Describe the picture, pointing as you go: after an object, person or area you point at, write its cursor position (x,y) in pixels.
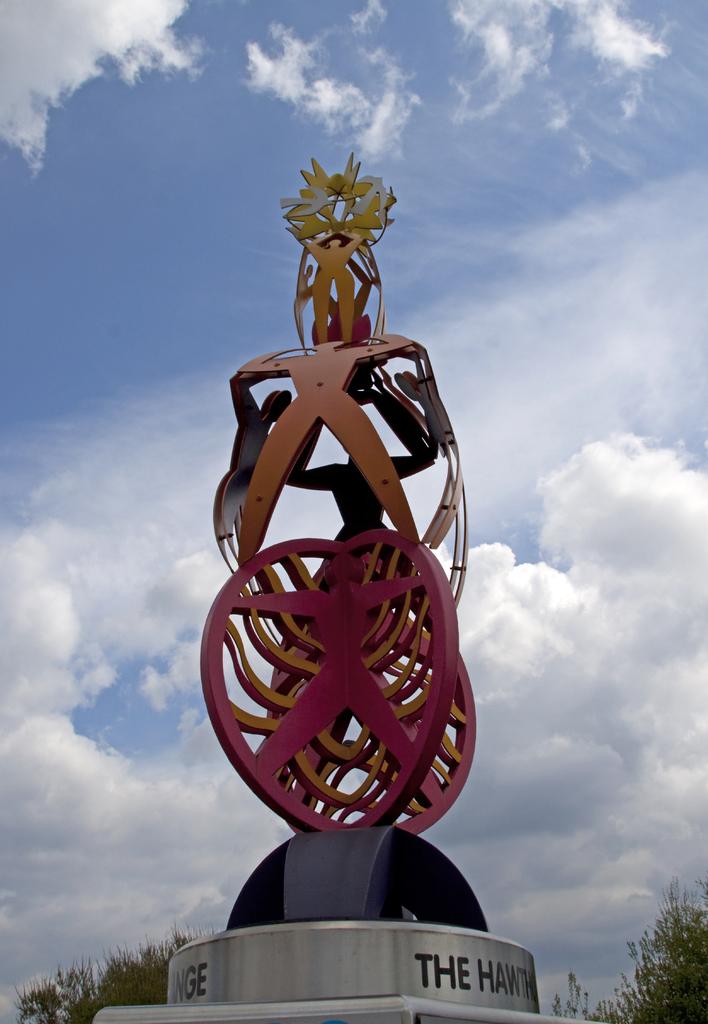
in this image we can see a sculpture (385,701) and in the background (655,985) there are few trees (135,975) and the sky (171,622) with clouds (517,447).
